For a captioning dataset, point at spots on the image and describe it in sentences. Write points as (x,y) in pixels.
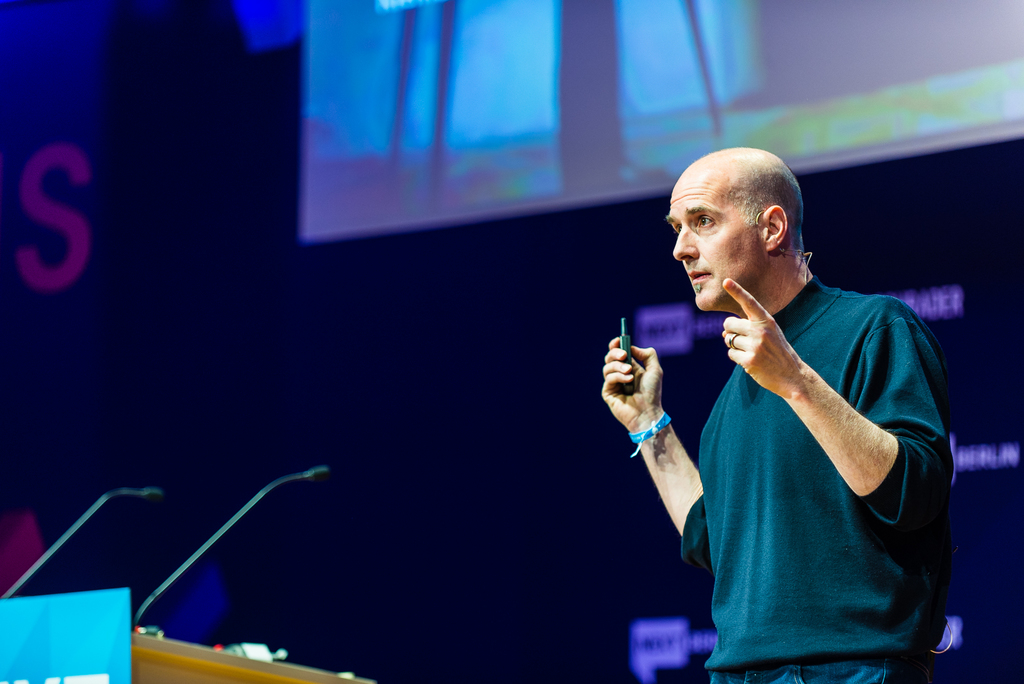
In this image we can see a person (752,368) holding a remote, in front of him there is a podium (82,635), also we can see two mics (154,592), and a screen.
